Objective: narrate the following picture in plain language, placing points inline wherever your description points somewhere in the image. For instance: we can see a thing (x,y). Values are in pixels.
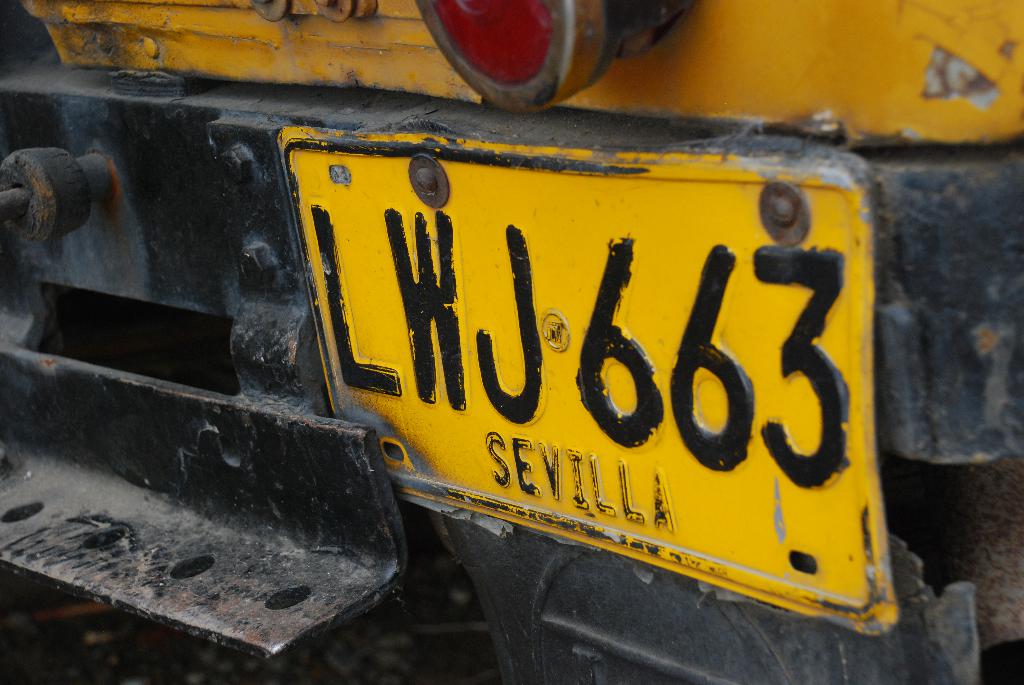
In this picture there is a vehicle (755,264) and there is number (379,270) and there is text (346,225) on the number plate (617,345) and there is a light (539,38).
